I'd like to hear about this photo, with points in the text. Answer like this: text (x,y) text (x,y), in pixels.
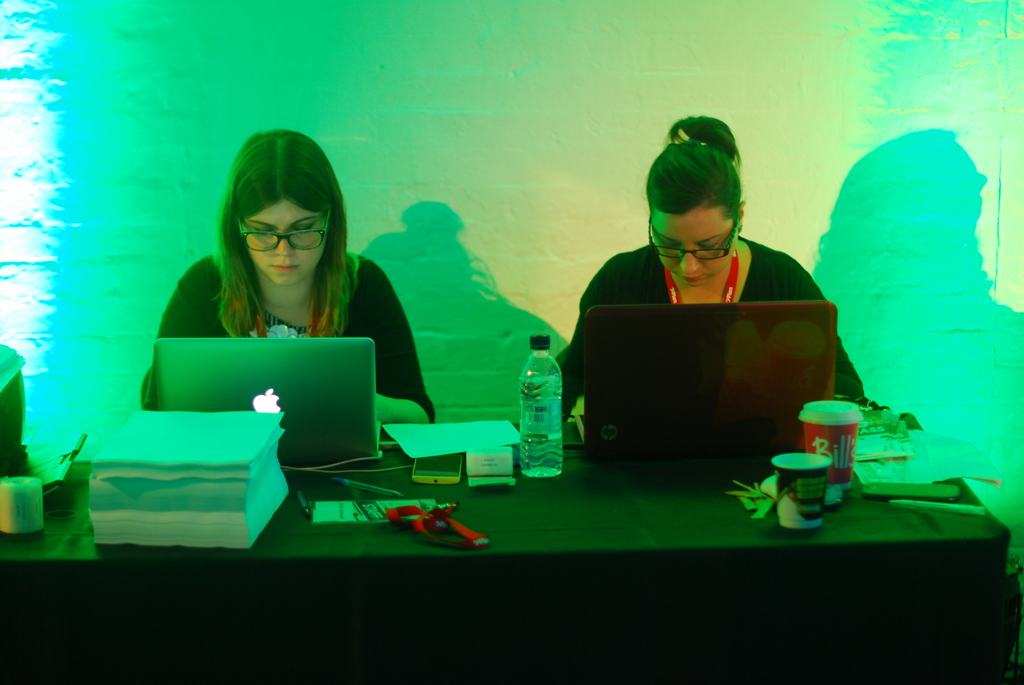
In this picture we can see two ladies (180,327) are sitting and operating the laptops (634,397). In-front of them, we can see a table (333,589) covered with cloth (258,603). On the table (167,592) we can see the papers (504,442), glasses (848,407), bottle (526,474), mobile (435,470), id card (392,510), laptops (311,420), books (196,525). In the background of the image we can see the wall (1010,497).
